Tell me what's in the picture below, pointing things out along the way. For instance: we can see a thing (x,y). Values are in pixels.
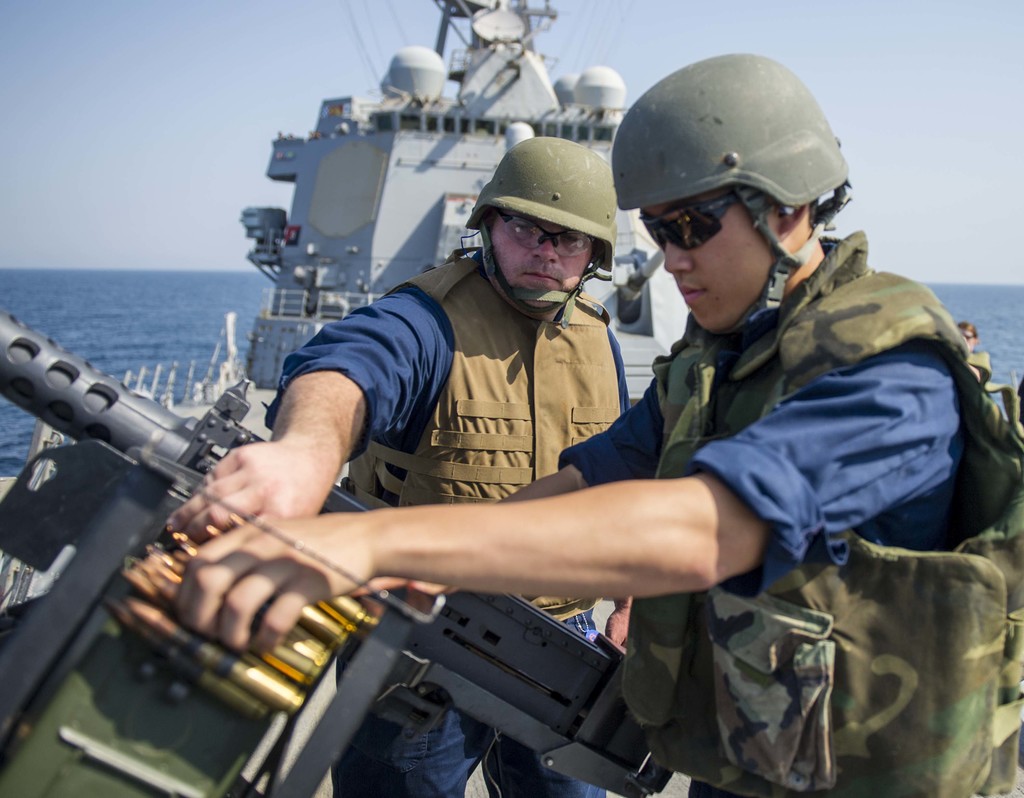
In the center of the image (367,321) we can see two persons (498,393) standing in the ship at the weapon (165,473). In the background (198,322) we can see water (45,317) and sky (71,97).
